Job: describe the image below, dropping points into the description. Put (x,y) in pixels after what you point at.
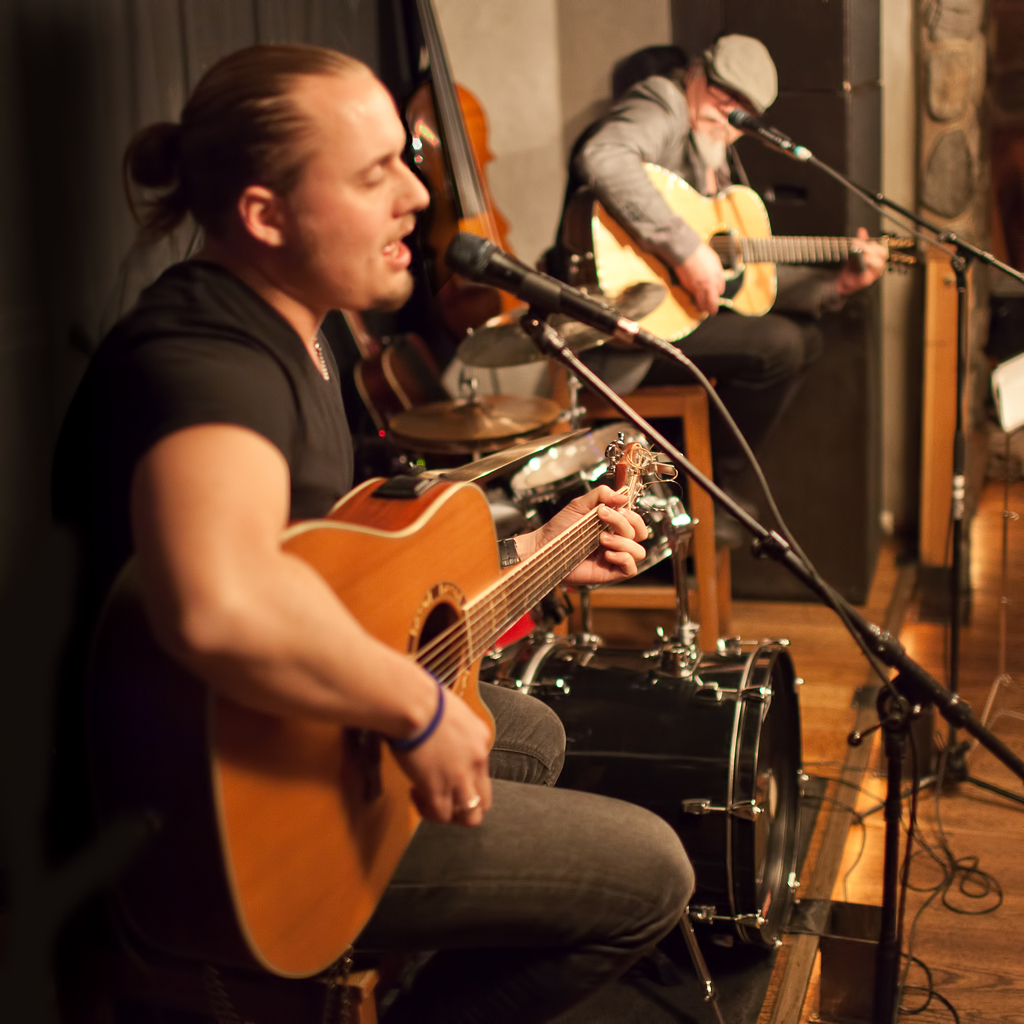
In this picture one person (252,331) is sitting here and he's just singing with the microphone (536,274) and he is playing a guitar (473,655) and then other person (717,376) is sitting beside on the stool (695,427) and he is also playing a guitar (748,253) he also have the microphone (799,157) and there are some musical instruments (570,444) in between them.
